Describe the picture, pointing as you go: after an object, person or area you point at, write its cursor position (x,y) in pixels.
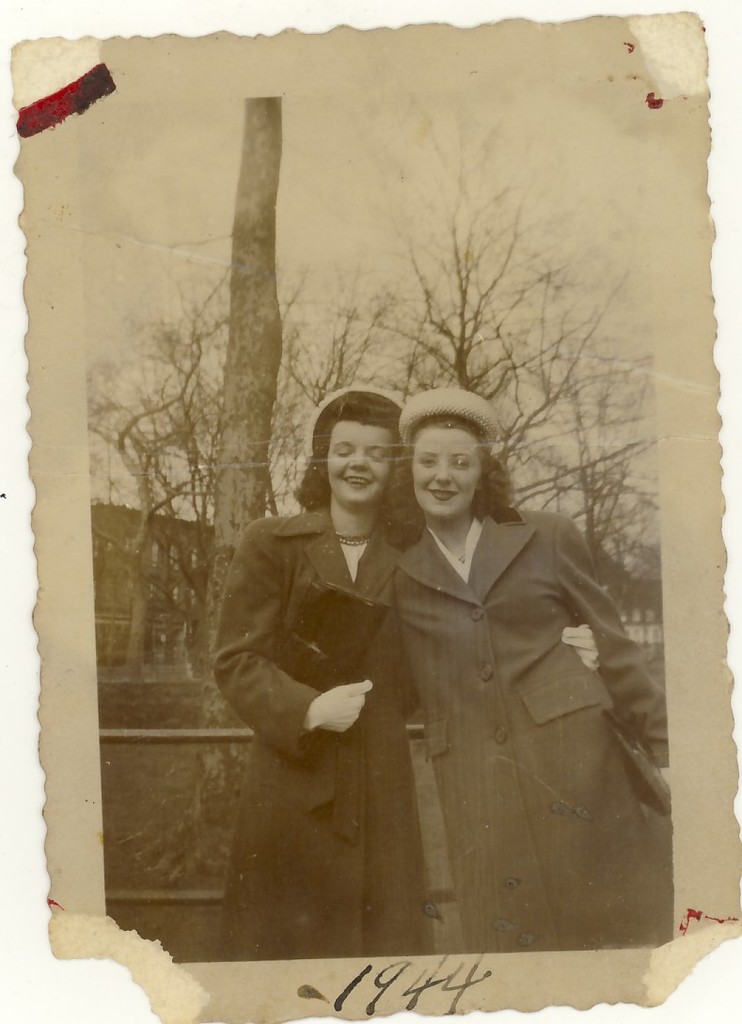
It is a black and white image in this image, there are two women (465,688) smiling and giving a pose to a photograph, in the background (324,379) there are trees (252,360).
